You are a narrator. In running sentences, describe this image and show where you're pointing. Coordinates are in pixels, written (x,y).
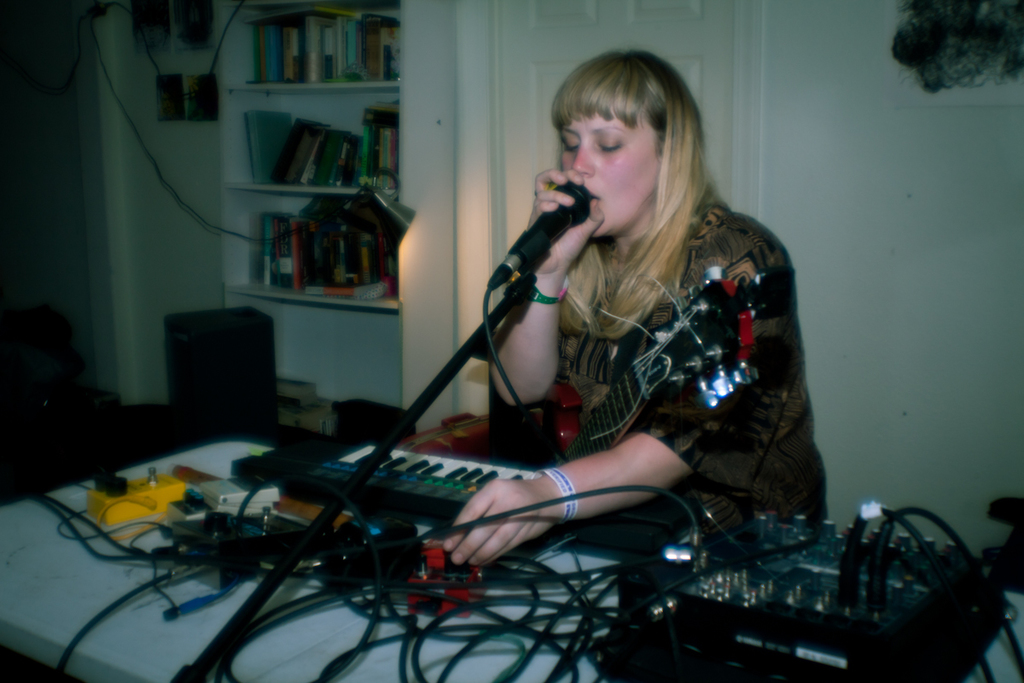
In this image we can see a person (580,291), musical instruments (436,503) and other objects (543,555). In the background of the image (751,113) there is a wall (882,83), door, books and other objects (973,53).
